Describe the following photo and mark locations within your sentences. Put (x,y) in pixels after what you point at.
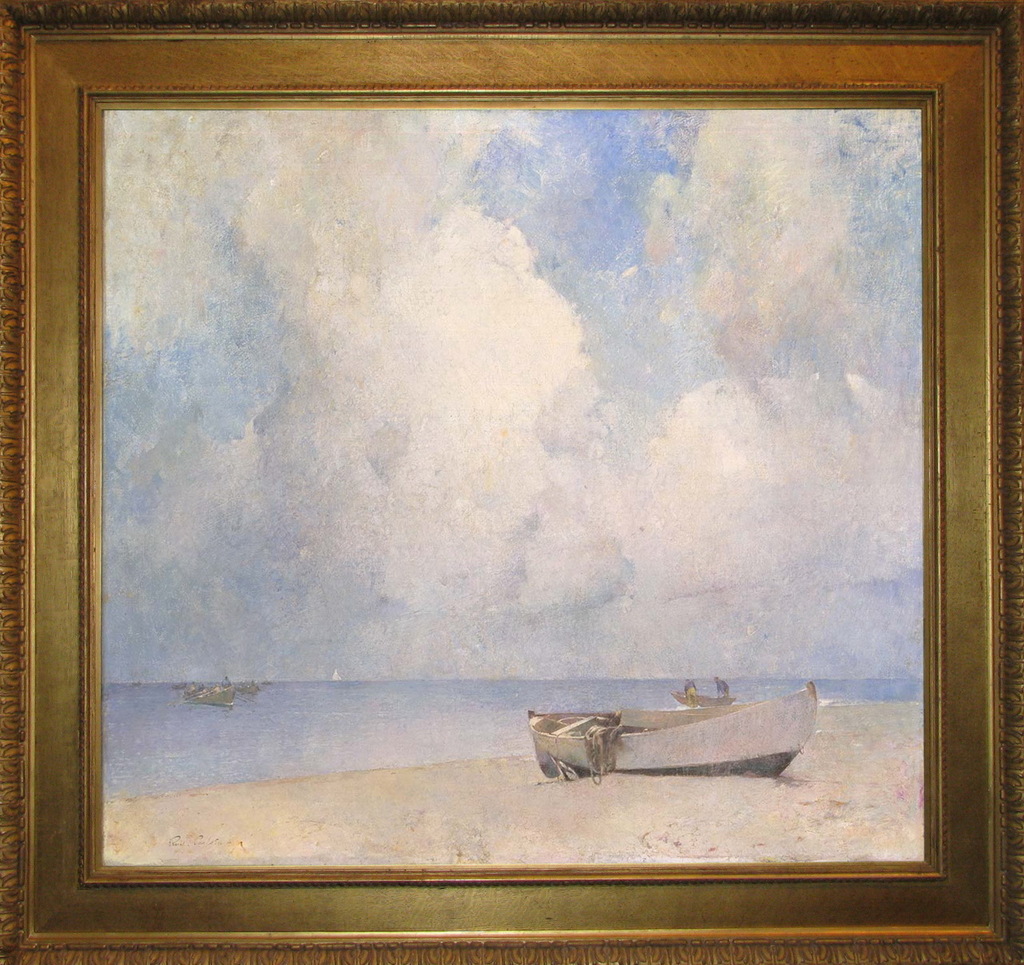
In this image there is the frame (529,925), in that frame (40,309) there are boats (204,686) sailing on a sea (555,697) and a boat (650,744) is on the seashore (466,792), in the background (422,663) there is the sky (599,406).
